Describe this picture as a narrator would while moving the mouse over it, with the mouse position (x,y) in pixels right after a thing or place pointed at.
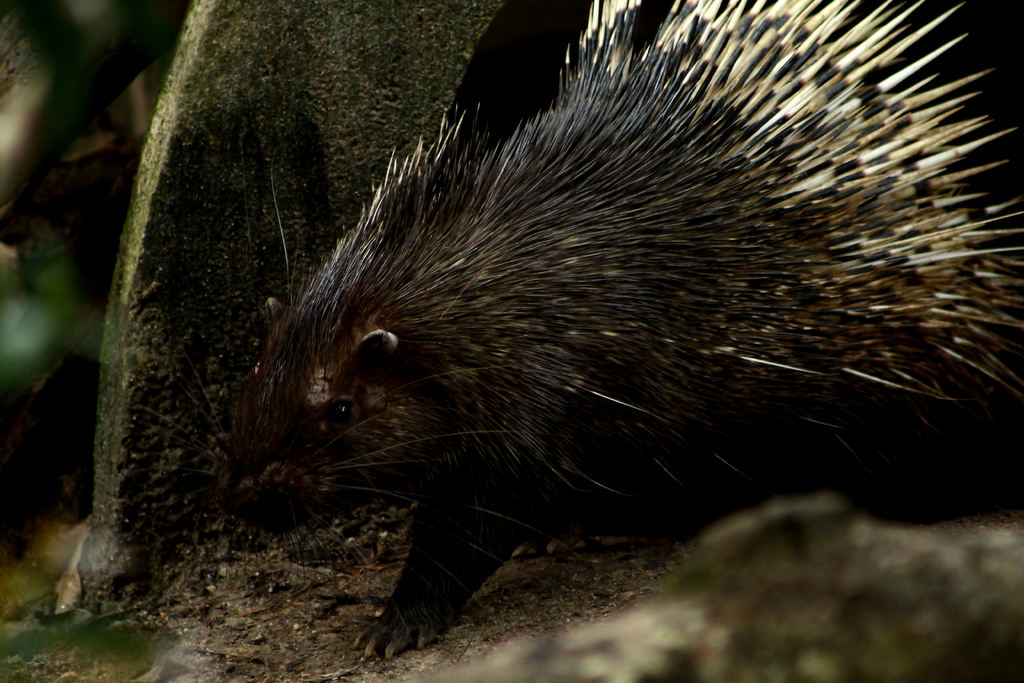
In this picture, we see an animal (596,376) which looks like a porcupine (322,410). At the bottom (187,566), we see the stones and twigs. Behind that, we see a wall (278,124). This picture is blurred in the background (315,107).
